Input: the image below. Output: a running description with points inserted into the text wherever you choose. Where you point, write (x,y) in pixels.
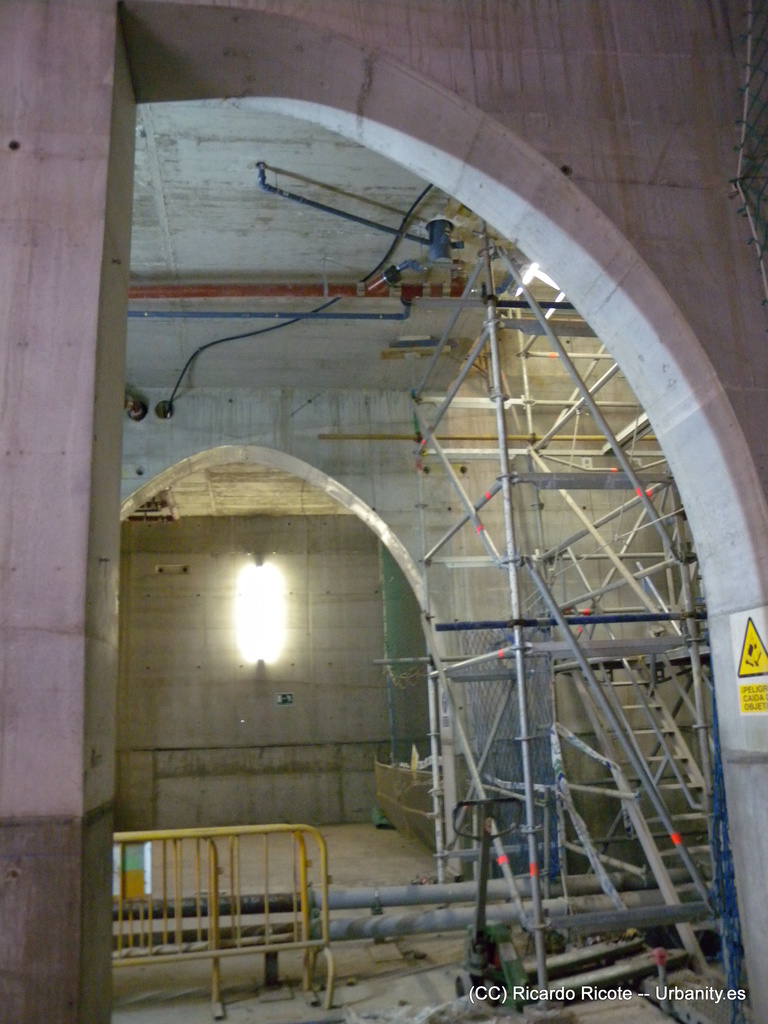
In this image we can see iron grills (156,836), walls (109,331) and an electric light (246,646).
